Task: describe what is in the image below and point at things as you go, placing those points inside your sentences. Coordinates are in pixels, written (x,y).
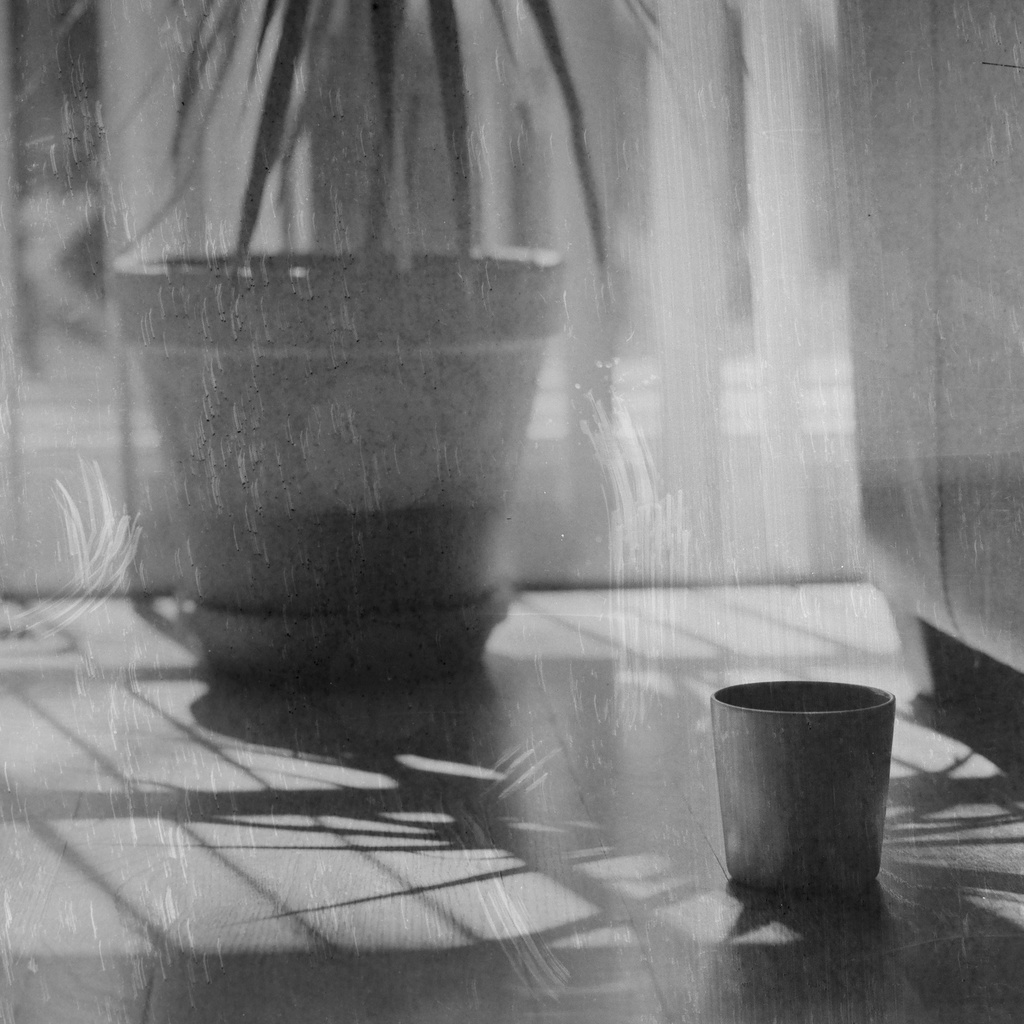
In front of the image there is a mug (857,881) on the floor (682,854). Behind the mug (799,850) there is a flower pot (311,270). On the right side of the image (1023,530) there is some object (893,318). In the background of the image (661,446) there is a curtain (709,480).
